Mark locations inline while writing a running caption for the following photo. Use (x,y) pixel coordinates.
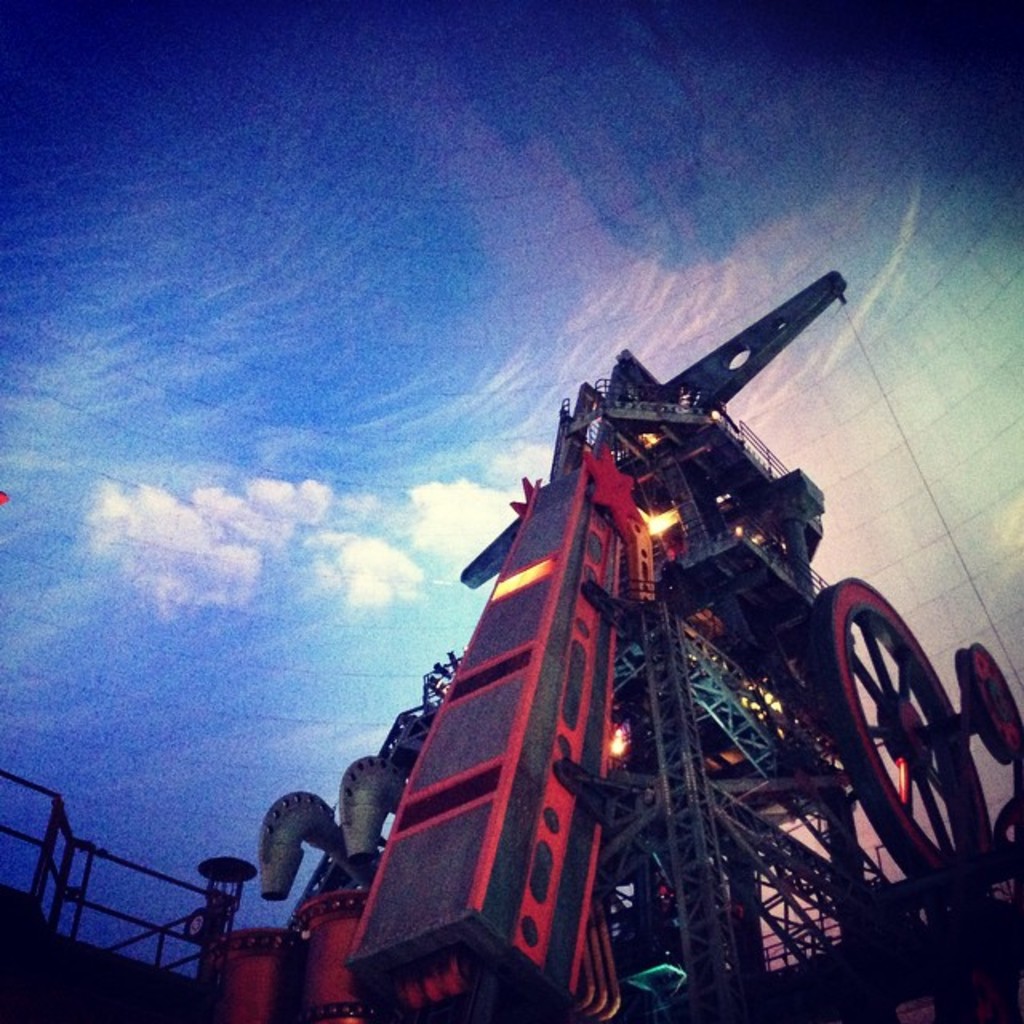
In this image it seems like a machine (708,717) to which there are wheels (999,703), pipes (367,776), iron rods (688,780), boxes (581,559) to it. On the right side (875,376) there is a rope (960,553) which is hanging from the rod (764,337). At the top (674,327) there is the sky (565,267). On the left side (58,897) there is fence (48,844).
